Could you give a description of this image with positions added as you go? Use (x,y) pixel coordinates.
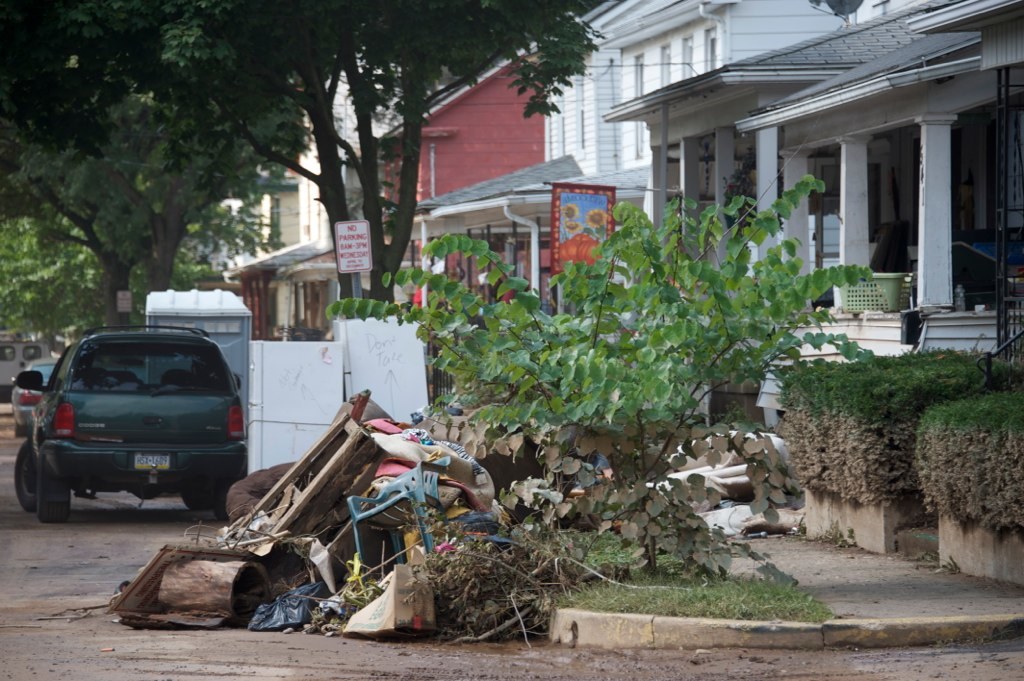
In this picture I can observe some plants (651,409) on the right side (797,422). On the left side (86,399) I can observe a car (59,429) parked on the road (146,520). I can observe some garbage (257,534) in the middle of the picture (382,447). In the background (318,204) there are trees (156,254) and buildings (304,217).
